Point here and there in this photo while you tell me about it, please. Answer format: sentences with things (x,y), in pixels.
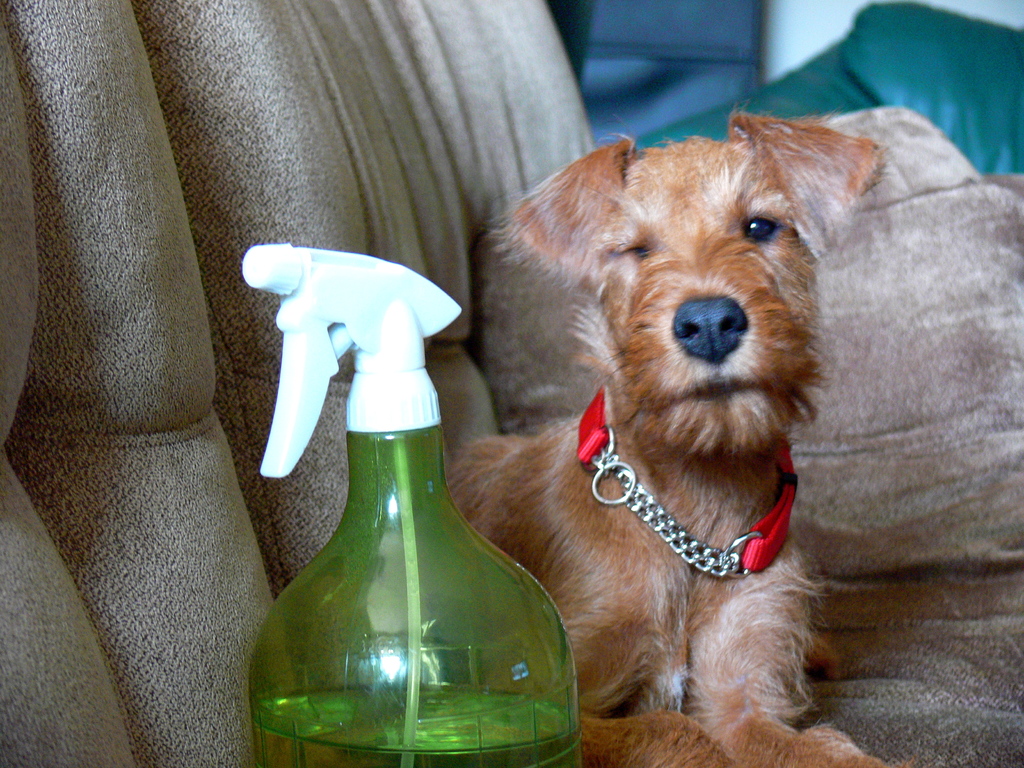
In this picture we can see a dog (603,726) on the sofa (907,679). This is bottle (343,696) and there is a pillow (900,327).
